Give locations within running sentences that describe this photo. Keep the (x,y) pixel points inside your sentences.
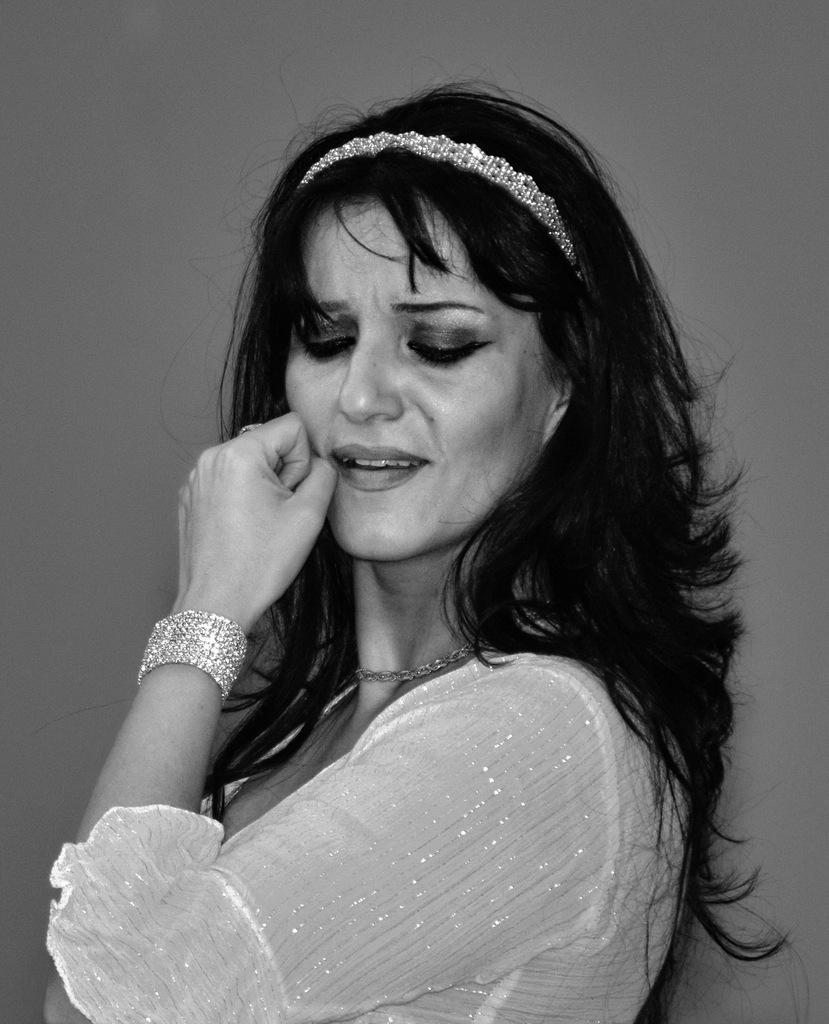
In this edited image, we can see a person (581,463) wearing clothes (513,789).
